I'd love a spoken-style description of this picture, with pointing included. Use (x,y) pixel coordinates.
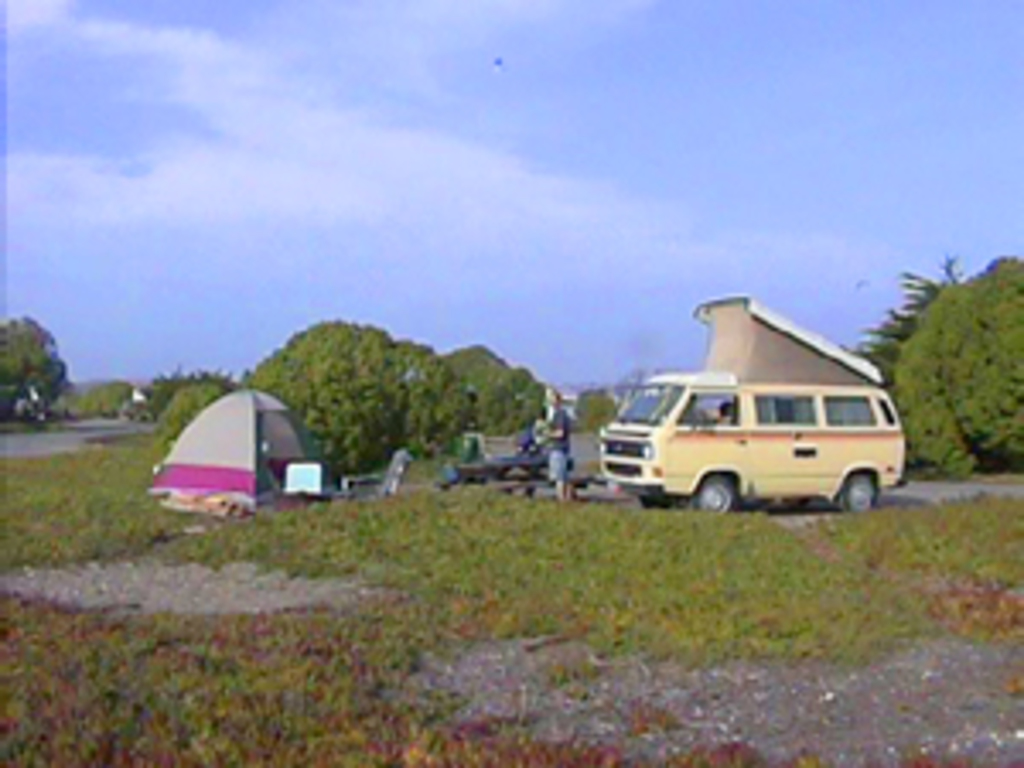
In this image we can see motor vehicle (697,480) on the ground (559,522), man (559,486) standing, tent (211,479), chairs (354,478), grass (854,522), bushes (350,342), trees (350,342) and sky (562,244) with clouds (145,186).
